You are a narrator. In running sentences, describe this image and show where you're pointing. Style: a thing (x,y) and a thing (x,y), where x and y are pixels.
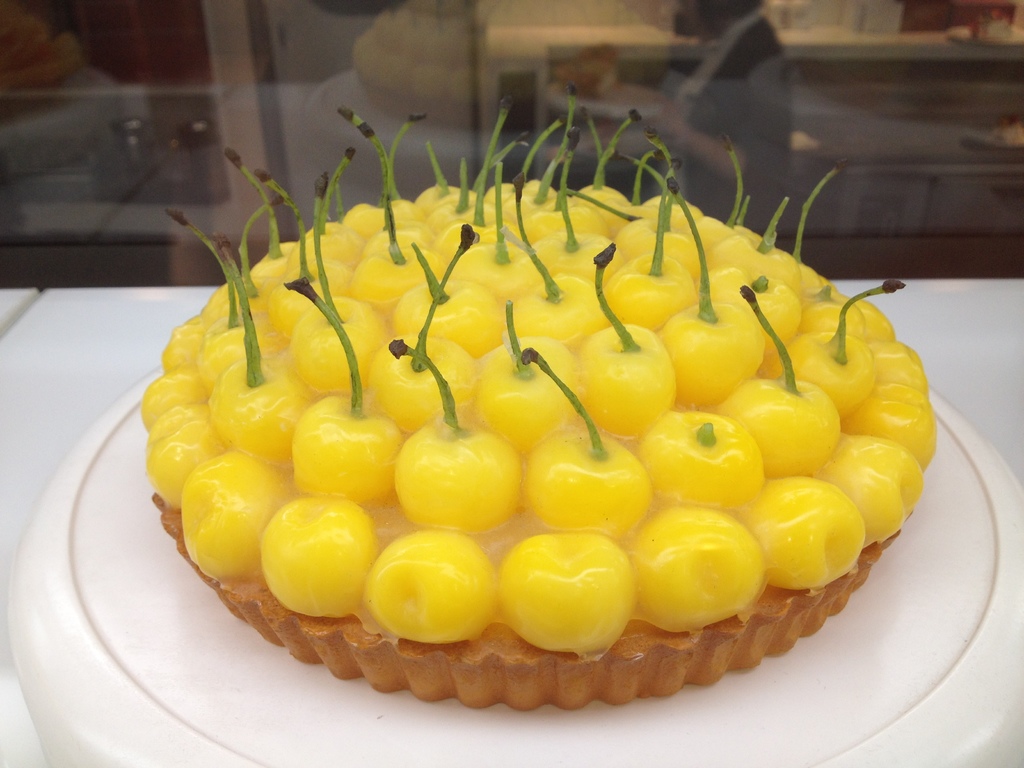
In this picture I can observe some food (510,361) placed on the white color table (59,357). The food (443,529) is in yellow color. In the background (726,19) I can observe a person (704,83).
